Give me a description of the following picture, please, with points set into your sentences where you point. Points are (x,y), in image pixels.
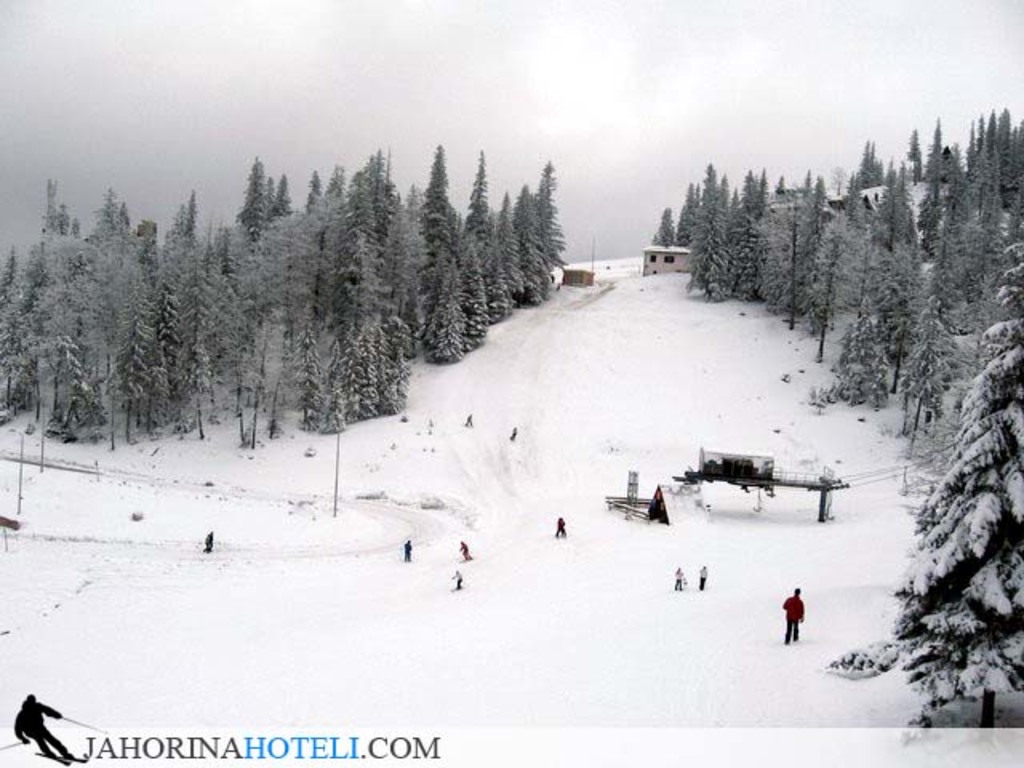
In this image we can see a few people (464,545) on the snow (394,447), there are trees (458,296), poles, houses (660,269) and some other objects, in the background (429,86), we can see the sky (231,104) with clouds (574,79).
